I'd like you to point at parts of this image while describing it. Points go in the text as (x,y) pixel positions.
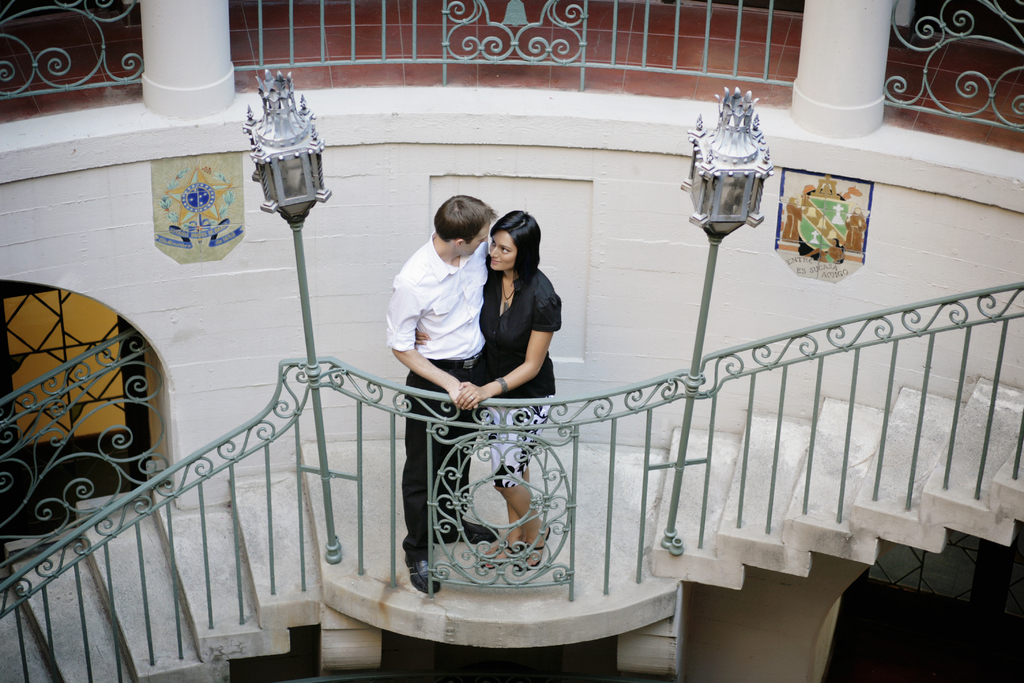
In this image we can see a man (464,324) and woman (508,344) are standing on the stairs (207,626). In front of them railing (86,647) and two poles (710,264) are there. The man (445,328) is wearing a white shirt (452,339) and pant (442,450), the woman (515,396) is wearing black dress (499,360). Behind them white color wall (479,122), grey railing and two pillars (227,57) are there.
